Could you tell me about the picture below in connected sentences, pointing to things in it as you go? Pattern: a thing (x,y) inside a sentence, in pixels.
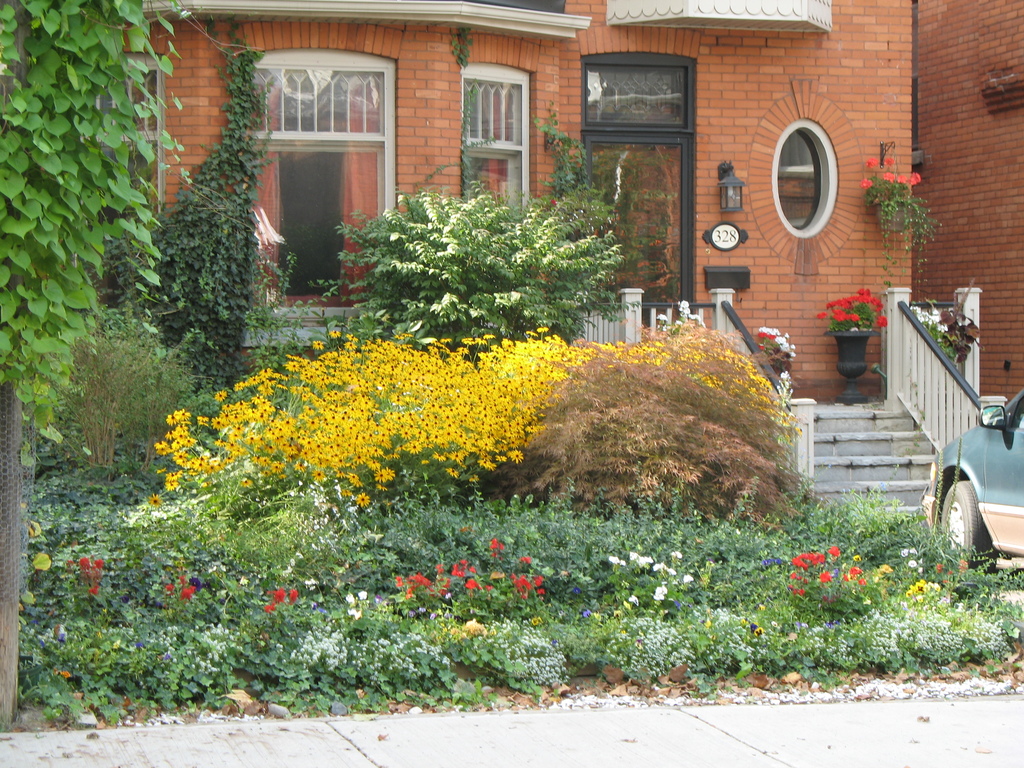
In this picture we can see the road (678,763), beside this road (482,756) we can see plants (302,675) with flowers (872,627) on the ground (732,681), here we can see a vehicle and in the background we can see a building (1000,195), house plants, trees (670,442) and some objects (797,443).
